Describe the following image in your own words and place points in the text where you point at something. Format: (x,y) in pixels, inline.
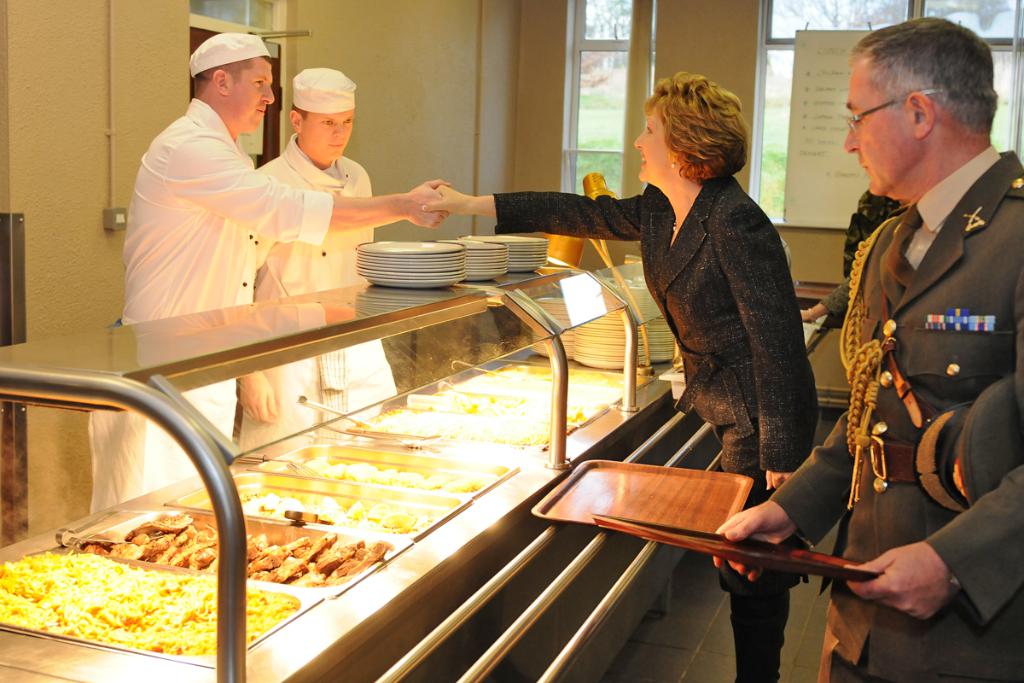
In this picture there are people (660,198), among them there are two people (201,178) standing and shaking hands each other and there is a man (928,557) holding a plate (822,554). We can see food items (186,617) in containers (489,449), glass (439,351), plates (579,361) and rods (494,591). In the background of the image (395,52) we can see wall (521,135) and windows (788,104).
